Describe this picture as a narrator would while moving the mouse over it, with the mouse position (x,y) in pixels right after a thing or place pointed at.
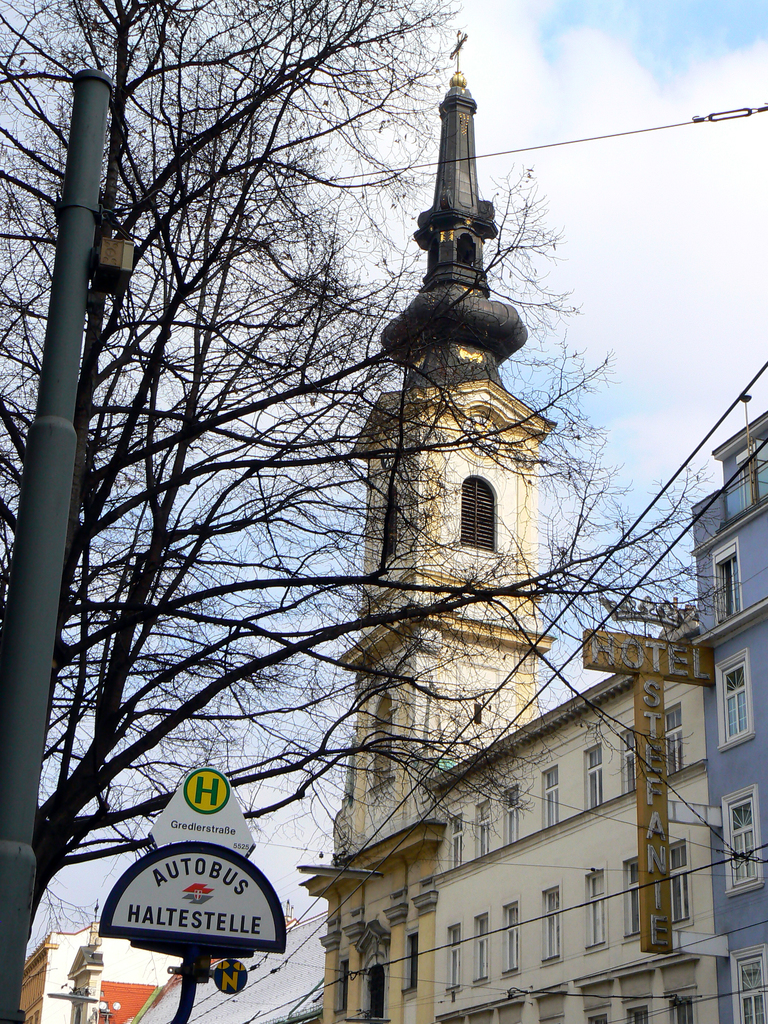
There is a tree (159,422) and a pole (36,630) on the left side of the image (145,641) and a sign pole (222,934) at the bottom side (169,936). There are buildings (506,782), wire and the sky (720,357) in the background (645,451).
